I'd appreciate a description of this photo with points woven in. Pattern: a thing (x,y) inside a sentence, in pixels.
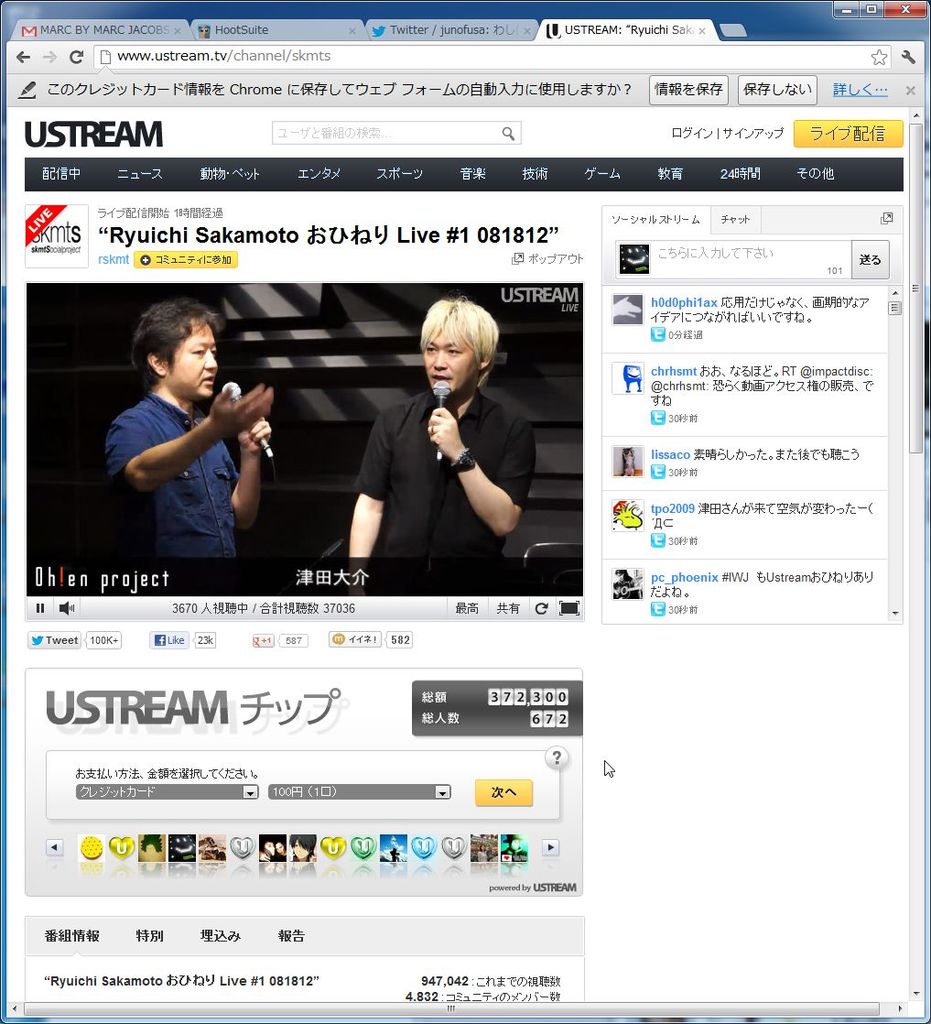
In this picture which can see a screenshot of the computer screen (207,546). On the left (208,313) there is a man (250,475) who is wearing blue shirt (225,490) and holding a mic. Beside him we can see another man (475,389) who is wearing black shirt (482,438) and watch (453,466). He is also holding a mic (442,383).
